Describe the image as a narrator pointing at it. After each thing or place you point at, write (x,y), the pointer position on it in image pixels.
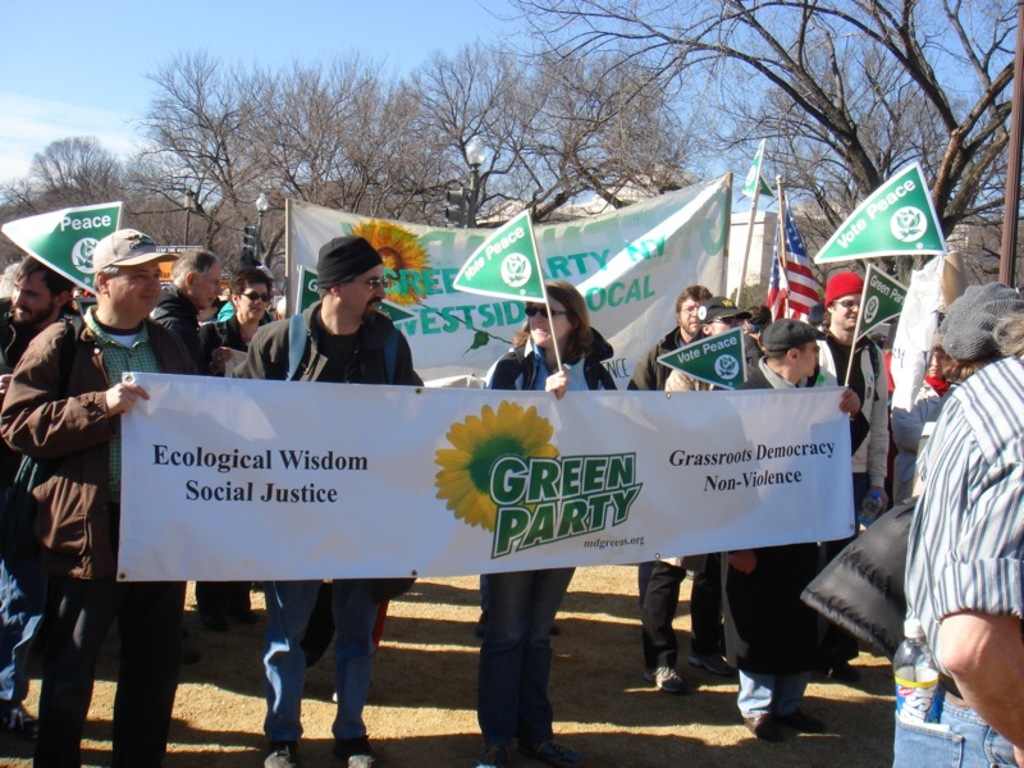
In this picture we can see a group of people (12,611) standing on the ground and holding banners (623,508) and flags (453,283) with their hands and some of them wore caps (128,245) and goggles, bottle (878,505), trees (609,130), poles (1020,105), lights (476,139) and in the background (377,15) we can see the sky (139,105).
